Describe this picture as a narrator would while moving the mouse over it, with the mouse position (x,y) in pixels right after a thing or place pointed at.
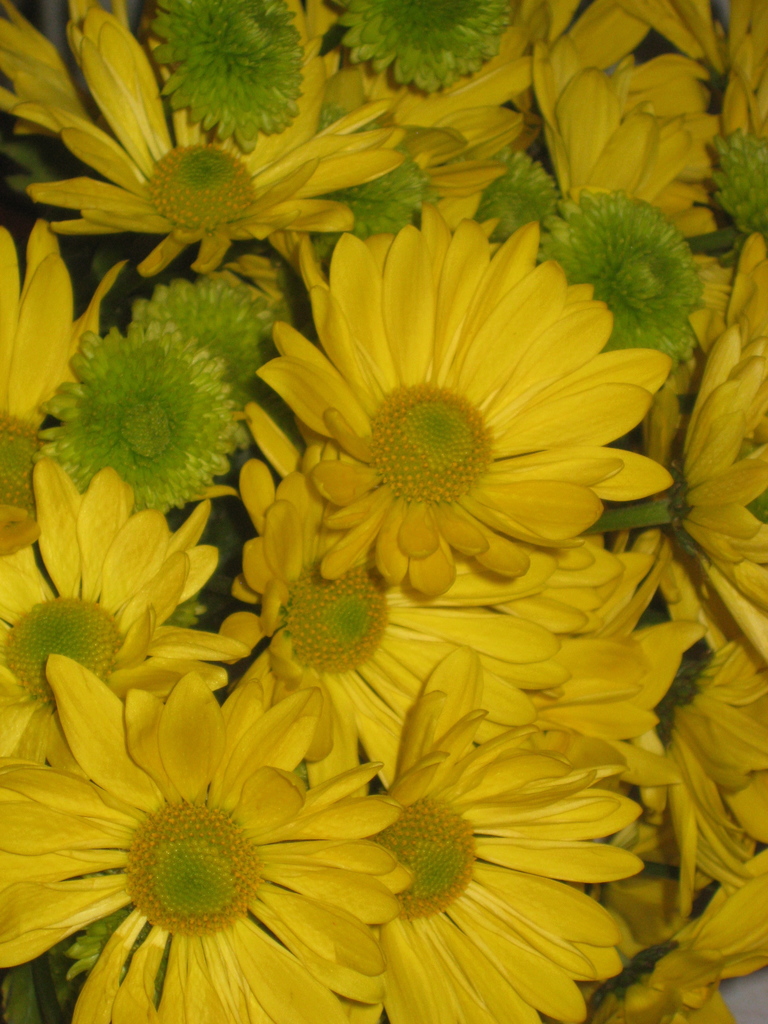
In this image we can see group of flowers (569,735).
